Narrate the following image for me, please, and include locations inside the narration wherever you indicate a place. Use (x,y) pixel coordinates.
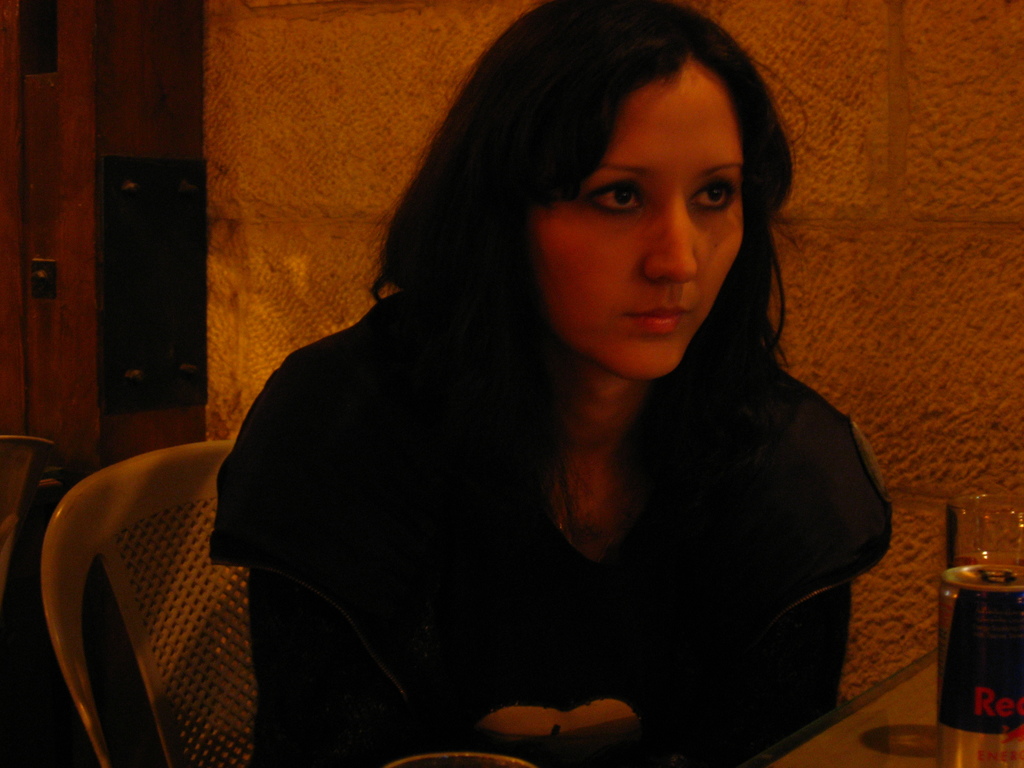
In this image in the center (604,273) there is one woman (585,630) who is sitting on a chair (176,637) and on the background (461,24) there is a wall (812,94). On the left side (63,251) there is a door (58,211) on the right side (968,661) there is one Red Bull container (972,689) and one table (904,703) is there, beside the Red Bull container (968,585) there is one glass (966,531).
